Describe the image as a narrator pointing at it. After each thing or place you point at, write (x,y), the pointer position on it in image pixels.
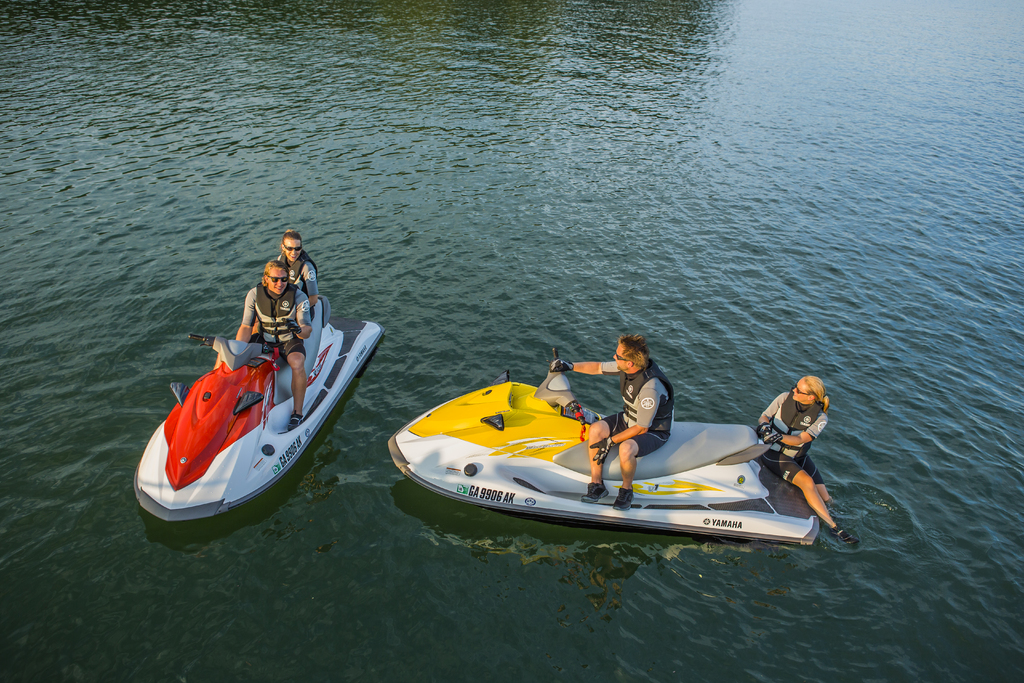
In this image two boats (197,471) are on the water (504,571). Left side (291,279) two persons (287,324) are sitting on the boat (266,357). They are wearing jackets (292,298) and goggles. Right side (683,508) two persons (817,408) are sitting on the boat (616,471).
